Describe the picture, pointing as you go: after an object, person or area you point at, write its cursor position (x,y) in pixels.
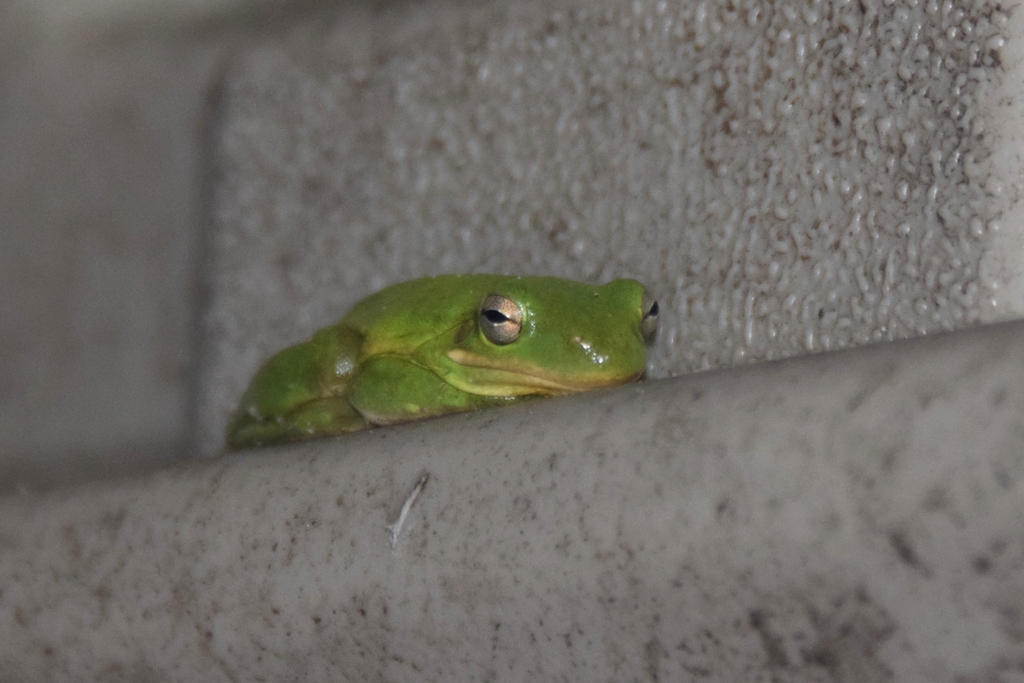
In this image I can see a frog (516,392), water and wall (447,248). This image is taken may be during a day.
